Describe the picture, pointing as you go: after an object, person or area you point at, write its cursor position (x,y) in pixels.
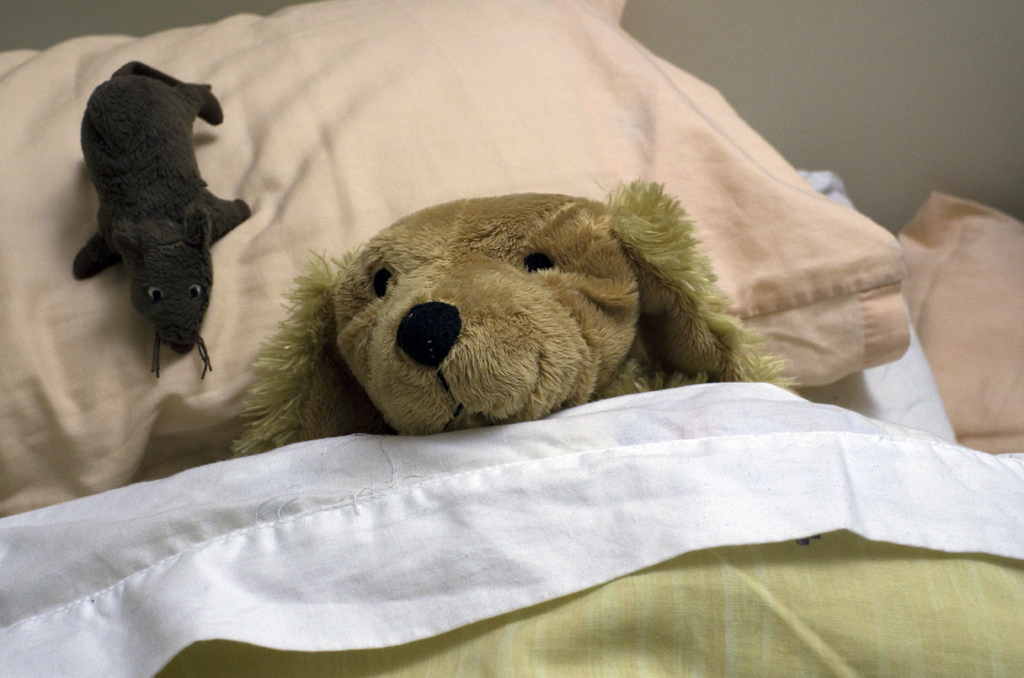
Here I can see a bed (897,405) on which a pillow (513,132), two toys (399,310) and a bed sheet (685,478) are placed. On the top of the image (802,53) I can see the wall (964,57).
